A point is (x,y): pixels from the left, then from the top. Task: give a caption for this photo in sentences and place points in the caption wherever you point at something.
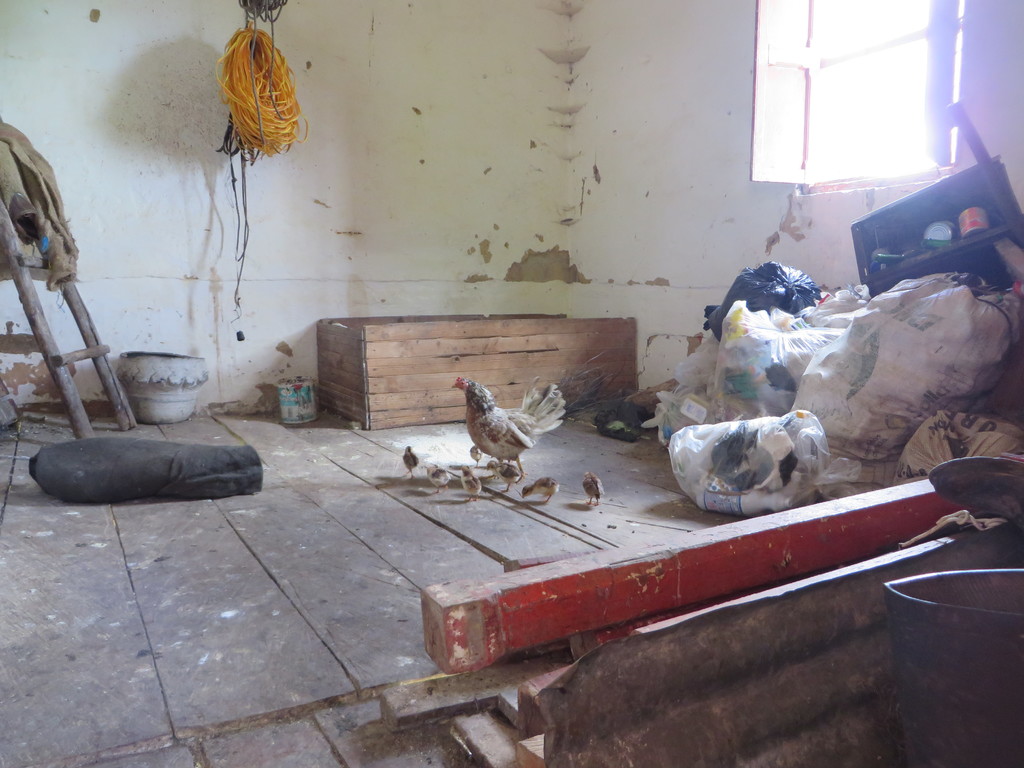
This image is taken indoors. At the bottom of the image (275,616) there is a floor (256,594). In the background (409,158) there is a wall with a window (859,110). In the middle of the image (549,416) there is a hen (500,407) and there are a few chicks (472,471) on the floor (369,481). There is a wooden box (380,348). There are a few ropes (254,124). There is a ladder (116,416). On the right side of the image (811,473) there are many covers (813,413) with many things (787,378) and there are a few wooden sticks (530,702) on the floor (270,521).
